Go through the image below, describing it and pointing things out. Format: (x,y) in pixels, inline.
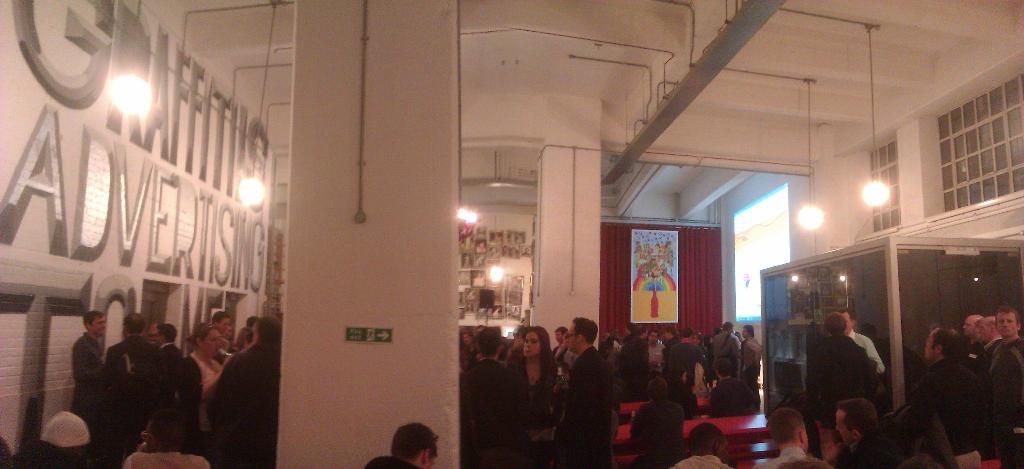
In this image I can see the group of people (468,409) with different color dresses (520,417). To the side of these people (537,390) I can see the red color table (750,448). And there is a pillar (430,344) in-between these people (481,381). In the back (480,281) I can see the frames (461,299) to the wall (478,224). I can also see the red color curtain (601,299). There are many lights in the top (127,92).
